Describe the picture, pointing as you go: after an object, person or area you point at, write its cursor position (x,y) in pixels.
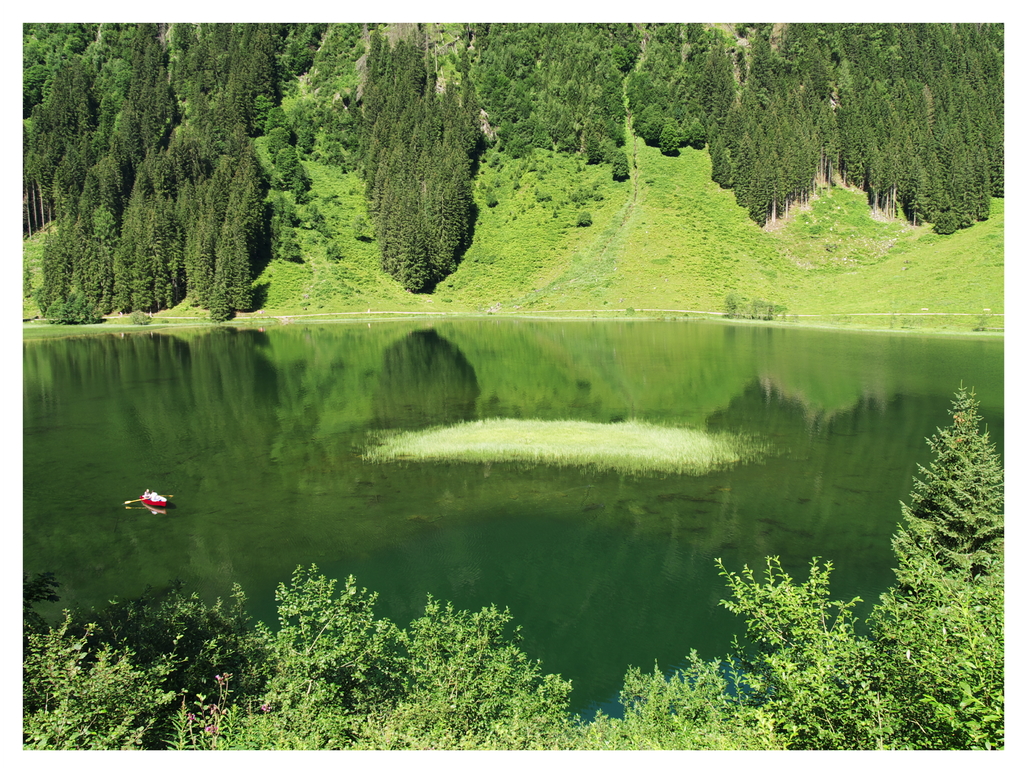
In this picture I can see a boat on the water (284,425), and in the background (299,261) there are trees (417,216) and plants (482,192).
